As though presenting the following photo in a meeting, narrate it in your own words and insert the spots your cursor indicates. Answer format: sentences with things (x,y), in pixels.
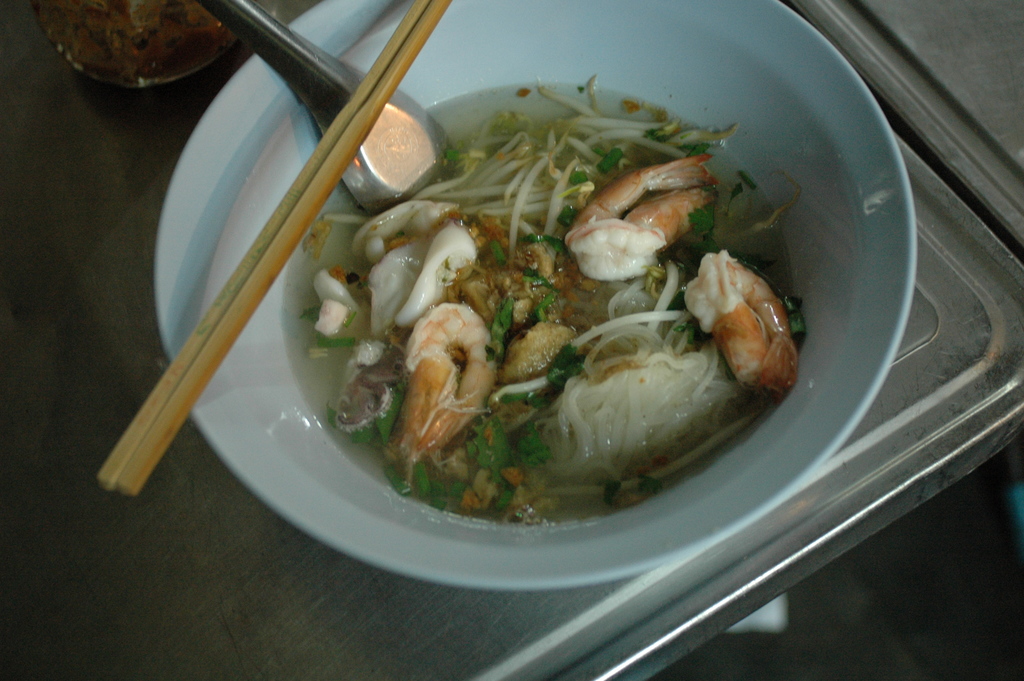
This picture shows some food items (467,373) in the bowl (563,77) along with the spoon (387,159) and chopsticks (305,219), placed on the table (393,630).
